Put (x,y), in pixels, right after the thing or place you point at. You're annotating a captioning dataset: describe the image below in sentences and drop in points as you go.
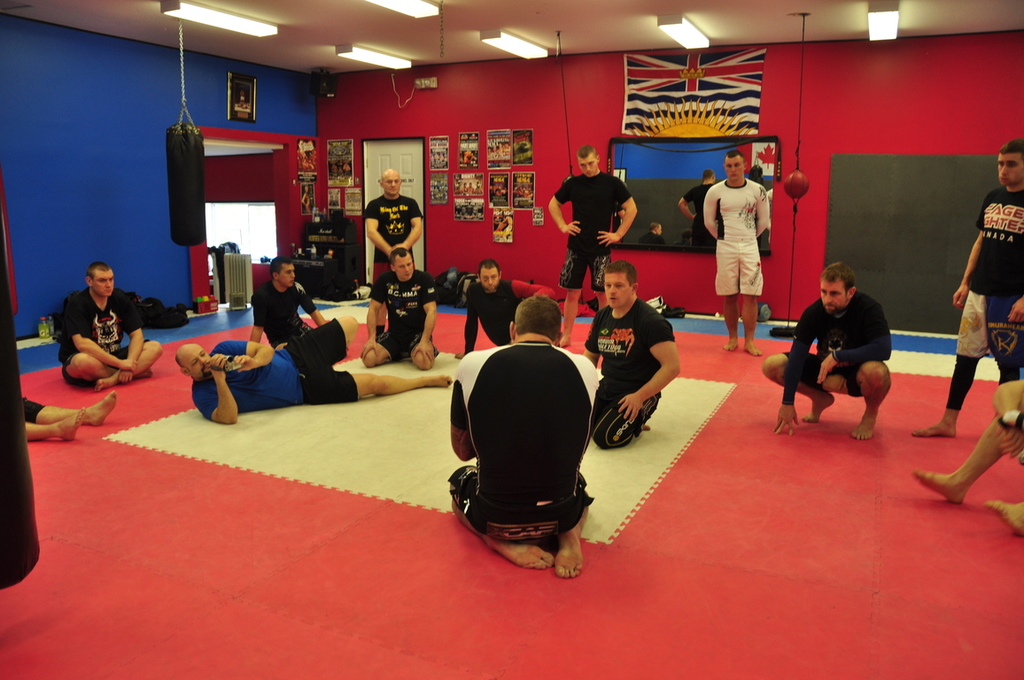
In this image we can see a group of people (579,371) on the floor (615,466). In that some are sitting on their knees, some are standing and a person (253,401) holding a camera (230,357) lying down on the floor (730,469). On the backside (337,299) we can see some bottles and the bags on the floor (245,321). We can also see a punching bag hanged to a roof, a ball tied with the ropes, some frames (504,227) on a wall (483,235), a door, some objects (358,254) placed on the table (343,259), the flag (669,112), a mirror (614,167) and some ceiling lights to a roof (361,44).
